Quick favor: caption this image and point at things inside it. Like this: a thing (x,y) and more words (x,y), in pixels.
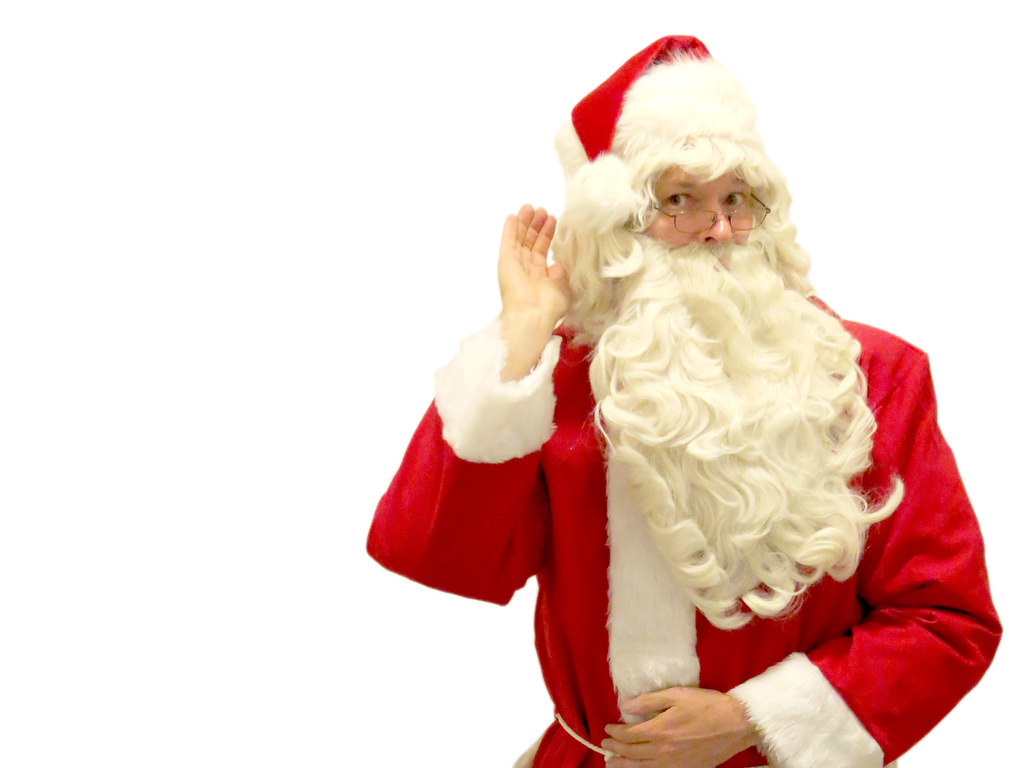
In this image we can see a santa claus (690,296) wearing the spectacles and the background (890,192) is white.
